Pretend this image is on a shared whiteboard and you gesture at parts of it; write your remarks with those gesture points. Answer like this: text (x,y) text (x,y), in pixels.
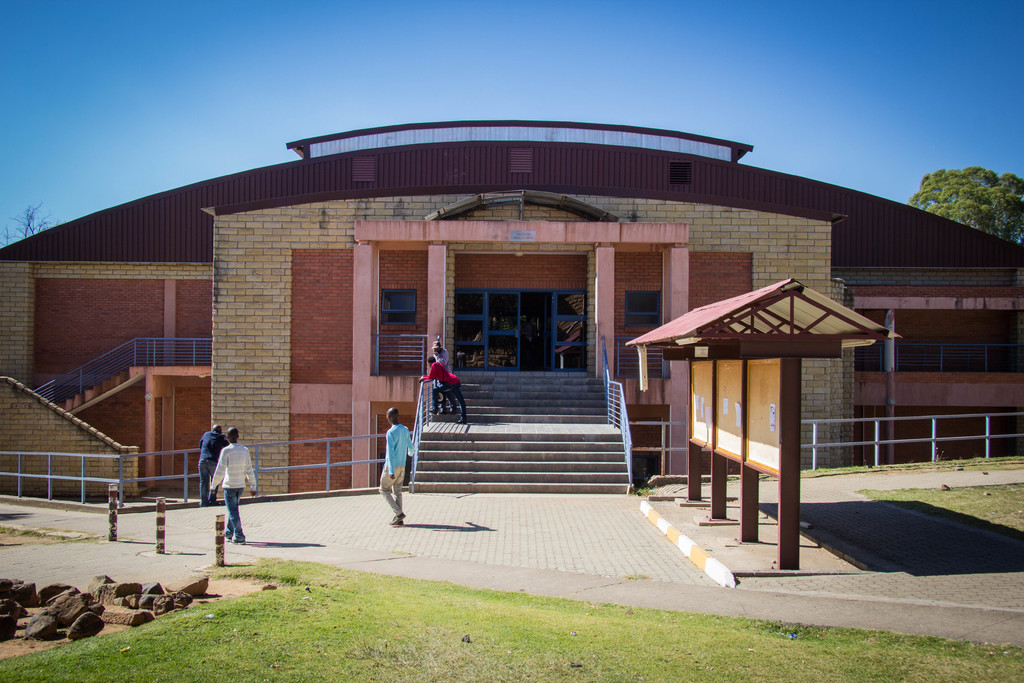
Here in this picture we can see a building (169,415) present over there and we can see steps (440,434) and staircases (71,390) with railing (71,390) present over there and we can see people (242,461) walking and standing here and there on the ground (252,511) and on the right side (820,336) we can see a shed (840,310) present over there and we can see stones (148,593) present and we can see some part of ground (286,647) is covered with grass (962,519) over there and in the far we can see trees (974,185) present over there.
